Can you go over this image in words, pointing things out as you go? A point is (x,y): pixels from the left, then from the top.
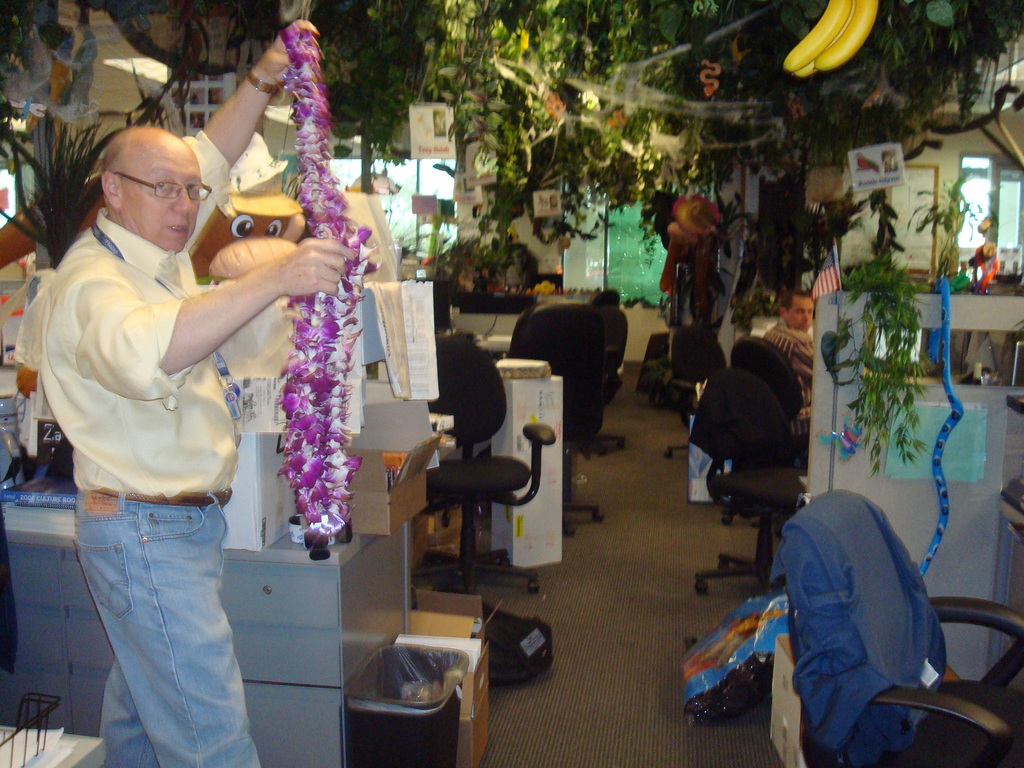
On the left side (194,478), there is a person (181,474) holding a garland (305,101). On the right side (990,685), there is a chair (990,685) arranged. In the background (995,206), there are plants (888,46), there is a person (795,354) sitting, there is a flag (836,283), there are chairs (703,373) arranged, there are windows (962,231) and other objects (699,225).
